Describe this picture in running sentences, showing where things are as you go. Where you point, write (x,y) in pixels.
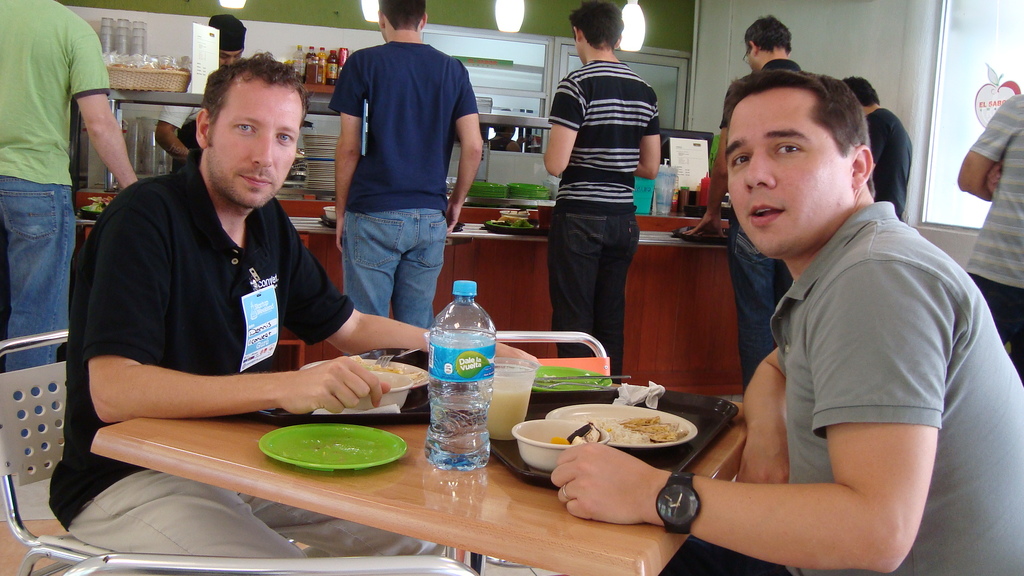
In the image there are two men (144,408) and there is a table (614,548) in between them. On the table (406,487) there are some food items (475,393), behind the men (169,302) few people (412,116) are standing in front of the table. There are some plates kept on the table (668,226) and behind the plates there are glasses (135,43), sauces (321,59) and it looks like a person (189,107) is doing some work. On the right side (711,148) there is a billing counter (685,140) and beside the billing counter (697,135) there is a wall (909,110) and a window (961,60).
